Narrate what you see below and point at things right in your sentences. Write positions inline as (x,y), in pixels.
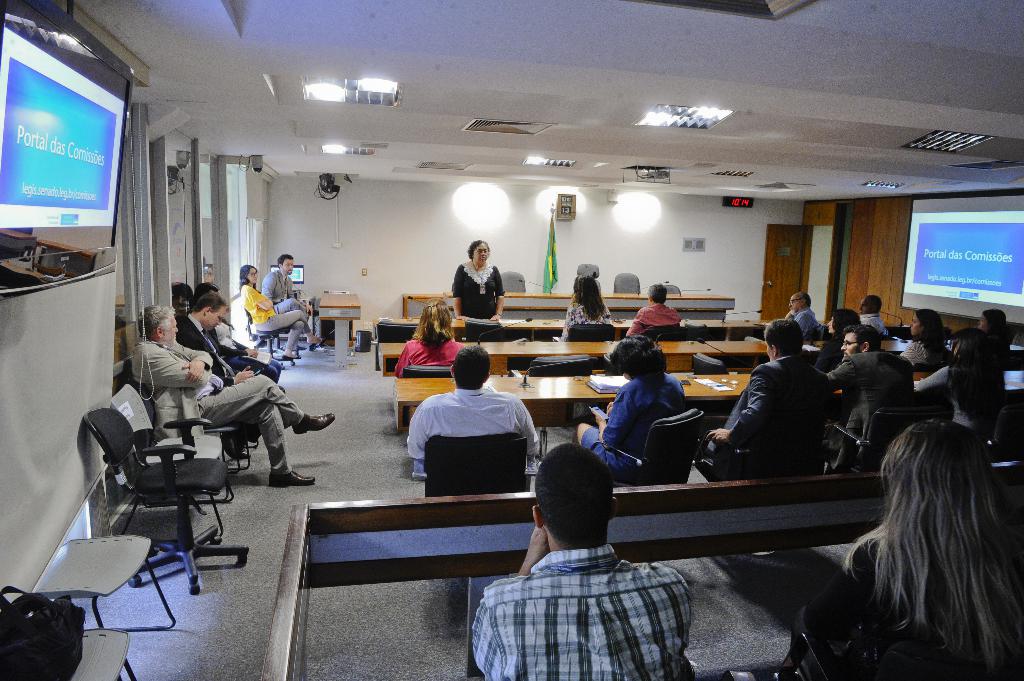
This picture shows a woman (484,292) standing and speaking and we see a flag (549,282) on the back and few roof lights (719,108) and we see all the people (473,421) seated on the chairs (475,440) and we see a television (46,208) on the left (11,263) and a projector screen (914,274) on the right (956,283) and we see a projector (649,171) to the roof (638,161) and we see a bag (30,658) on the chair (101,649).
